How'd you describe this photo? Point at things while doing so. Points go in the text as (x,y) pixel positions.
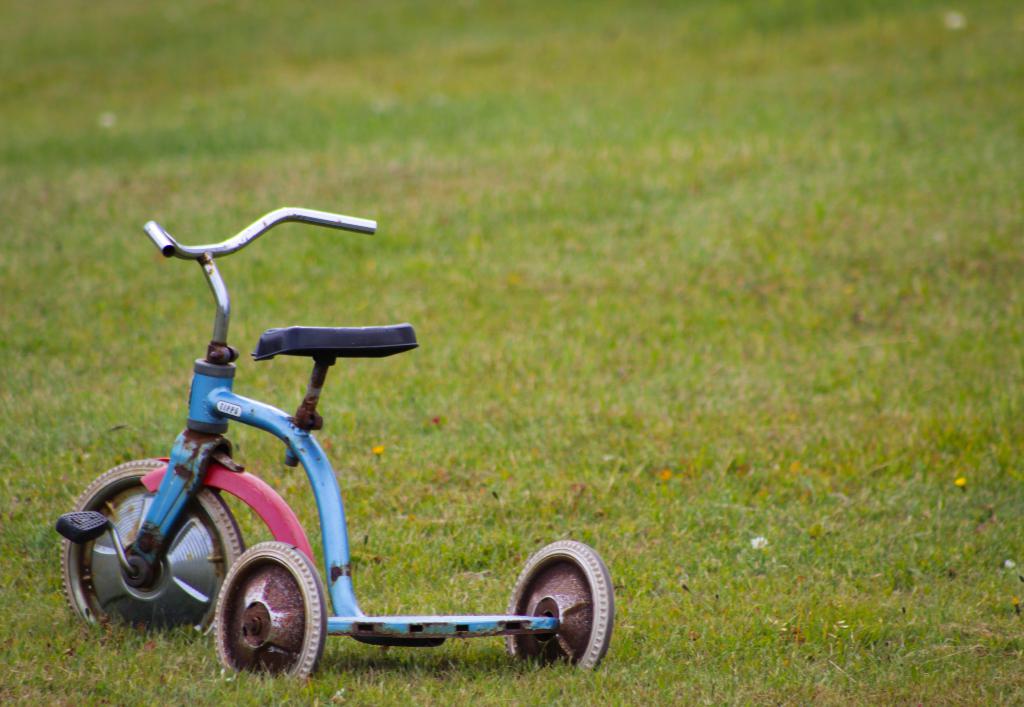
In this image, we can see a small vehicle (316,629) on the grass (155,646).
